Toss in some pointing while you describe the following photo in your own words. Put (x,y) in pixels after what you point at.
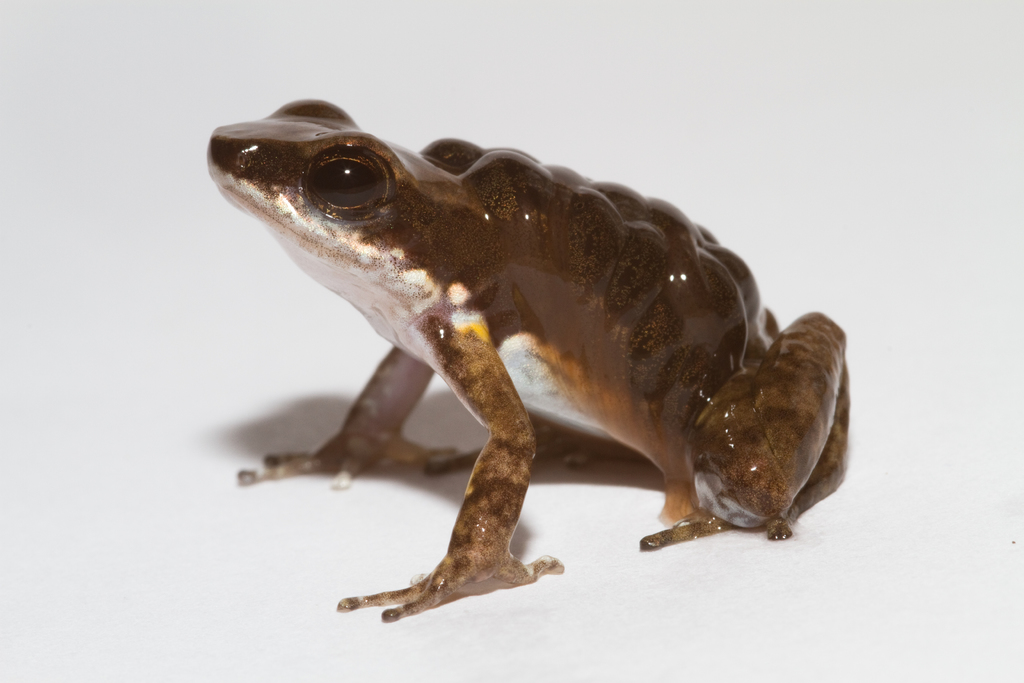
There is a frog (686,275) in the center of the image (560,313).
